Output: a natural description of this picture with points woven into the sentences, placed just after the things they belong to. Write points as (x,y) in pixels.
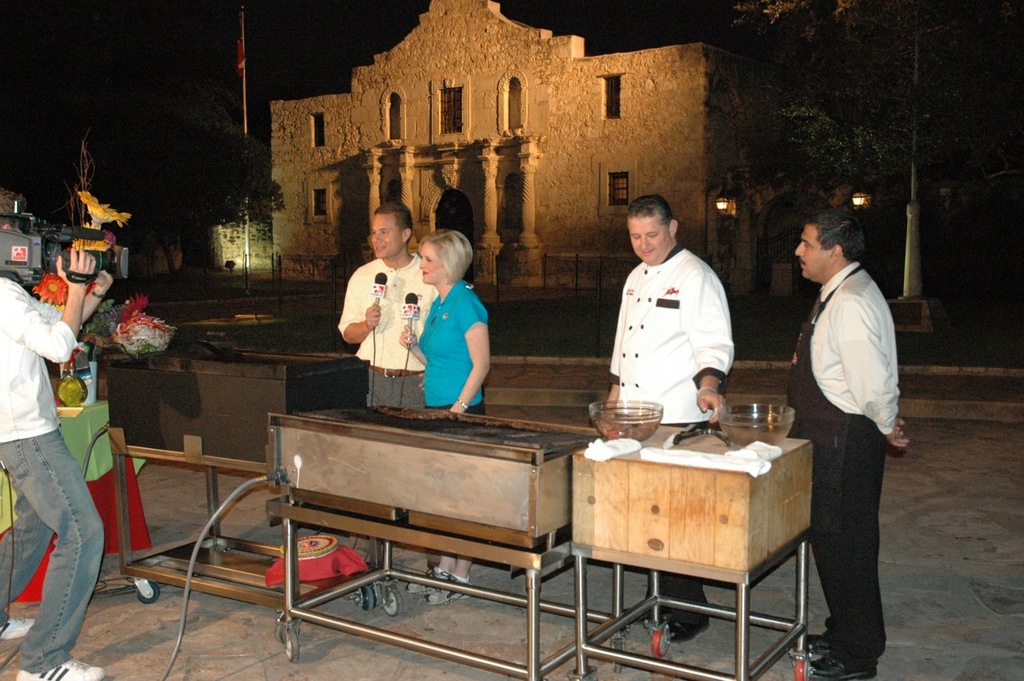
In this picture there are two people (383,237) standing and holding the microphones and there are two people (868,310) standing. At the back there are buildings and trees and there are street lights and there is a flag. In the foreground (480,452) there is a stove (530,575) and there are bowls (607,408) on the table (709,560) and there is a flower vase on the table (133,512). At the top (253,75) there is sky (270,85). At the bottom (339,647) there is a road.
